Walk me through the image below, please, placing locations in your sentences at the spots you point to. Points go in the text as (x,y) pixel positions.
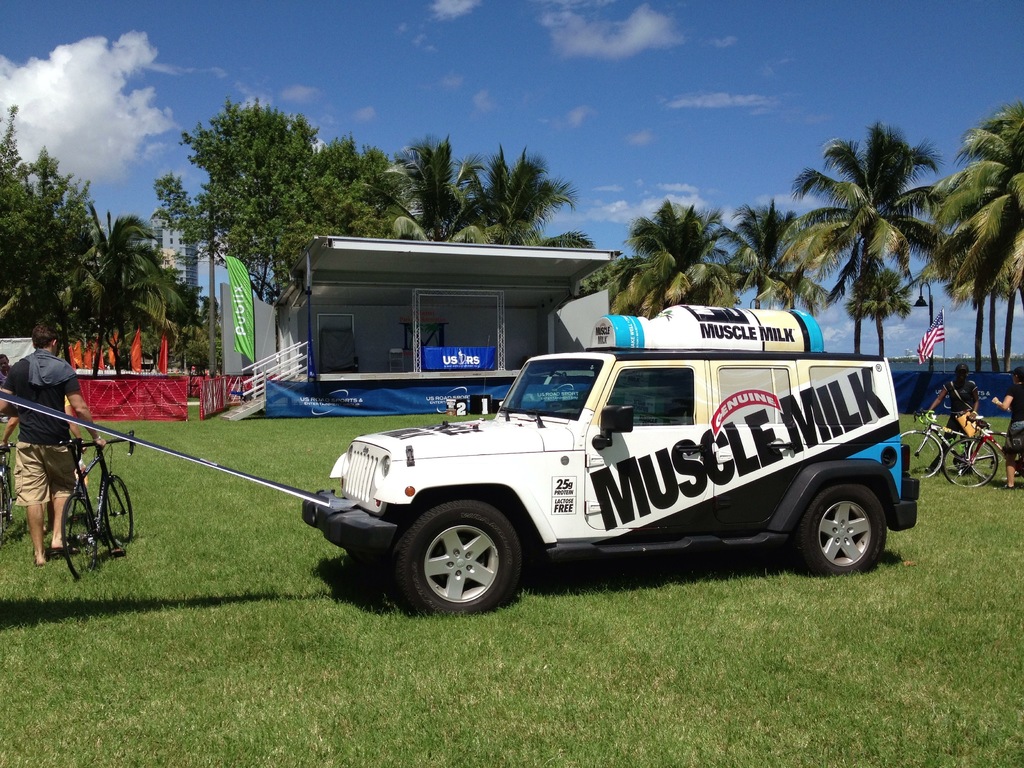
The vehicle (669,477) which has muscle milk written on it and there are persons (45,401) walking along with cycles (74,455) in front and behind the vehicle (646,477) and the ground (693,634) is greenery (630,660) and there are trees (306,219) in the background (487,208).
